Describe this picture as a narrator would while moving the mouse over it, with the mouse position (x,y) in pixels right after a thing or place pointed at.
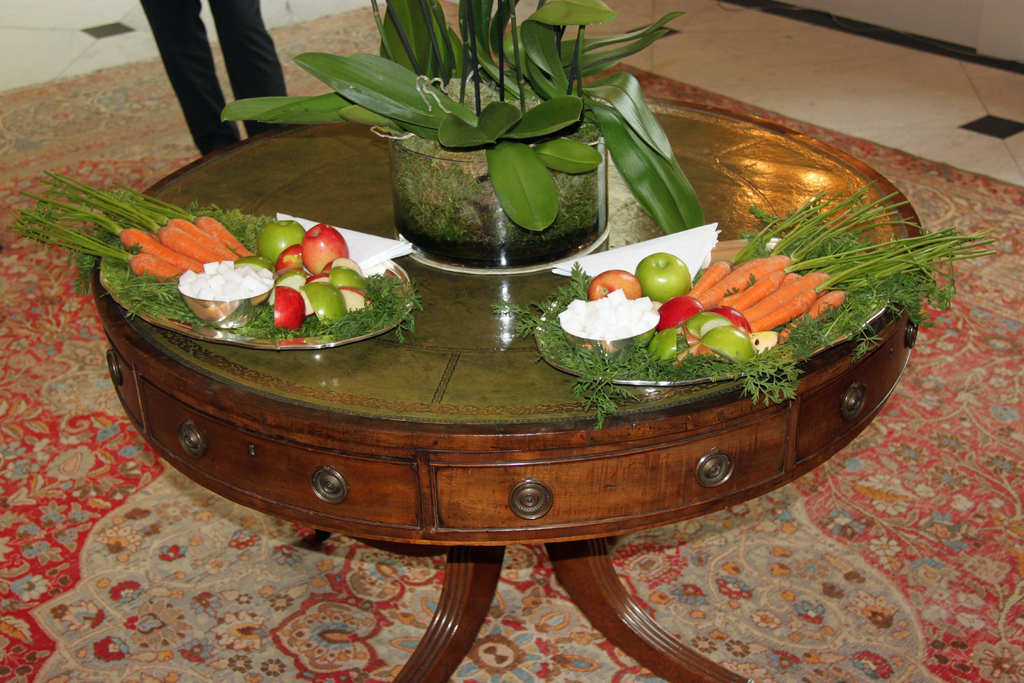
In the foreground (559,33), a table (246,400) is there on which plate (371,274) is there in which vegetables (728,296) and fruits (282,280) are there and a bowl (230,298) is there. And a houseplant (501,166) is there. On the top left (220,5), a person (171,10) is there who is half visible. And a floor mat (921,529) is visible. This image is taken inside a house (945,35).
